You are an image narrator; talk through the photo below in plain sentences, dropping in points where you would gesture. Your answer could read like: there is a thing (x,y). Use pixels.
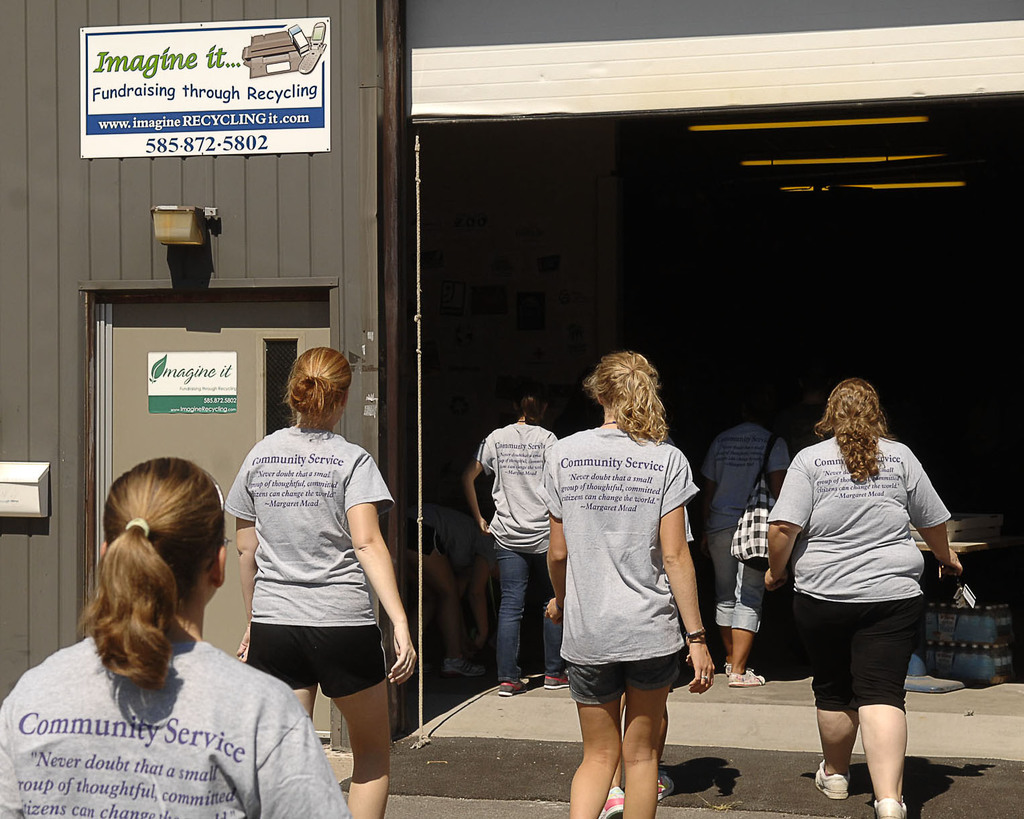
In the picture I can see few persons (556,567) standing and wearing grey color T-shirts (287,704) which has something written on it and there is a sheet (122,74) which has something written on it is attached on the wall (79,46) in the left top corner (196,83).
